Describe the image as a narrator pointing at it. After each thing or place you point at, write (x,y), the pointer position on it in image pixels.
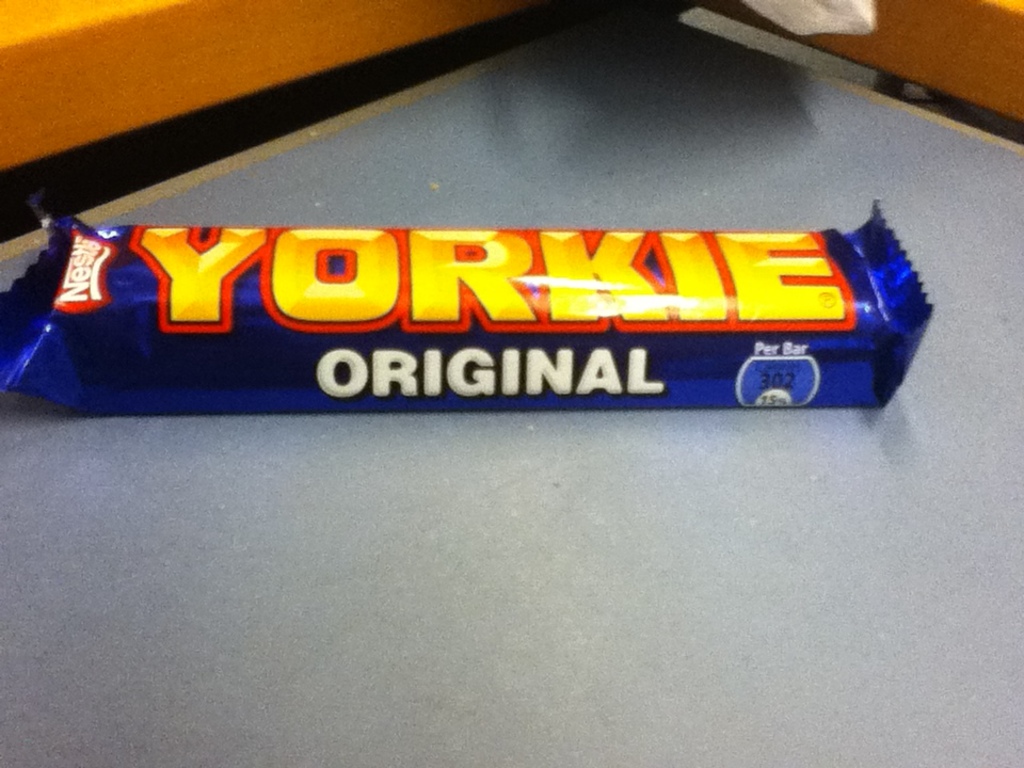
In this image there is a chocolate (155,343) on the table (687,412).
